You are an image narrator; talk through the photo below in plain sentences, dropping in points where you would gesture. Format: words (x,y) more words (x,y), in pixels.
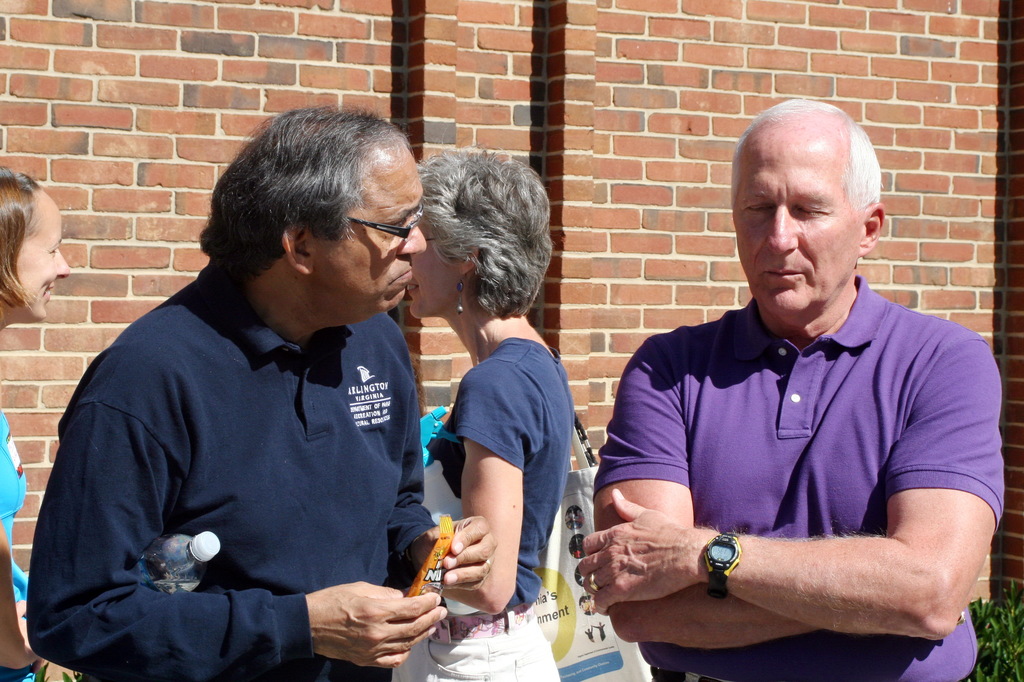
In this picture there are people (843,434) standing, among them there is a woman (447,293) carrying a bag (570,639). In the background of the image (426,74) we can see wall (600,101) and leaves (990,609).
